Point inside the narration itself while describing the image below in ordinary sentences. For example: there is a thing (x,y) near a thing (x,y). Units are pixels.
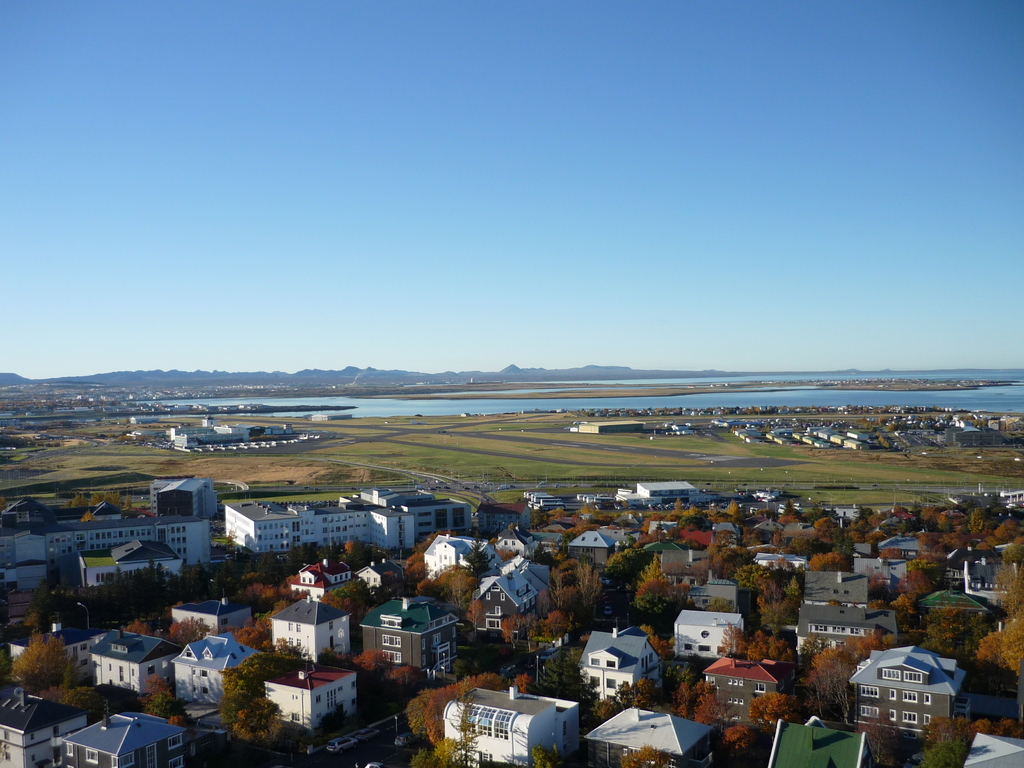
In this picture we can see the clear sky (421,274) at the top (553,100). In the foreground (554,582) we can see so many houses (540,569) with trees (657,632). In the middle (419,456) we can see the ground (572,465) and some houses (247,432) on left side (203,419) and some houses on the right side (818,426). In the middle (662,402) we can see the lake (868,396) also.
